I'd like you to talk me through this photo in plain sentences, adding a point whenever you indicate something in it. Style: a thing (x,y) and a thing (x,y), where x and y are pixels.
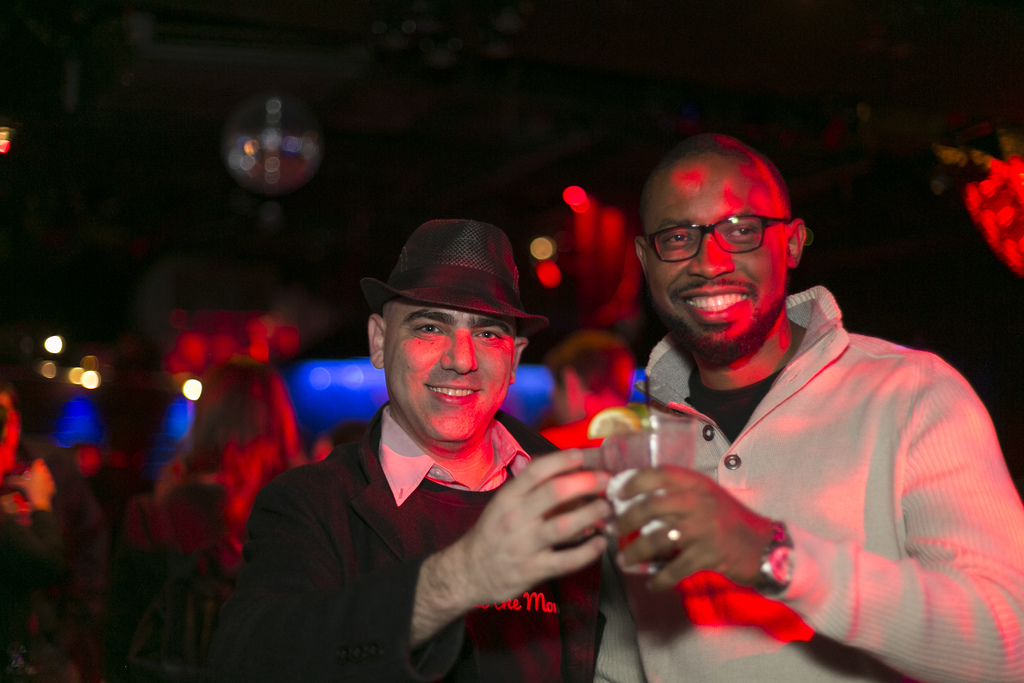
In this image in the foreground (664,494) there are two persons (730,497) who are standing and one person (633,504) is holding a glass (649,456), and in the background (224,460) there are some people (248,361) who are sitting and some lights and wall (915,199).
